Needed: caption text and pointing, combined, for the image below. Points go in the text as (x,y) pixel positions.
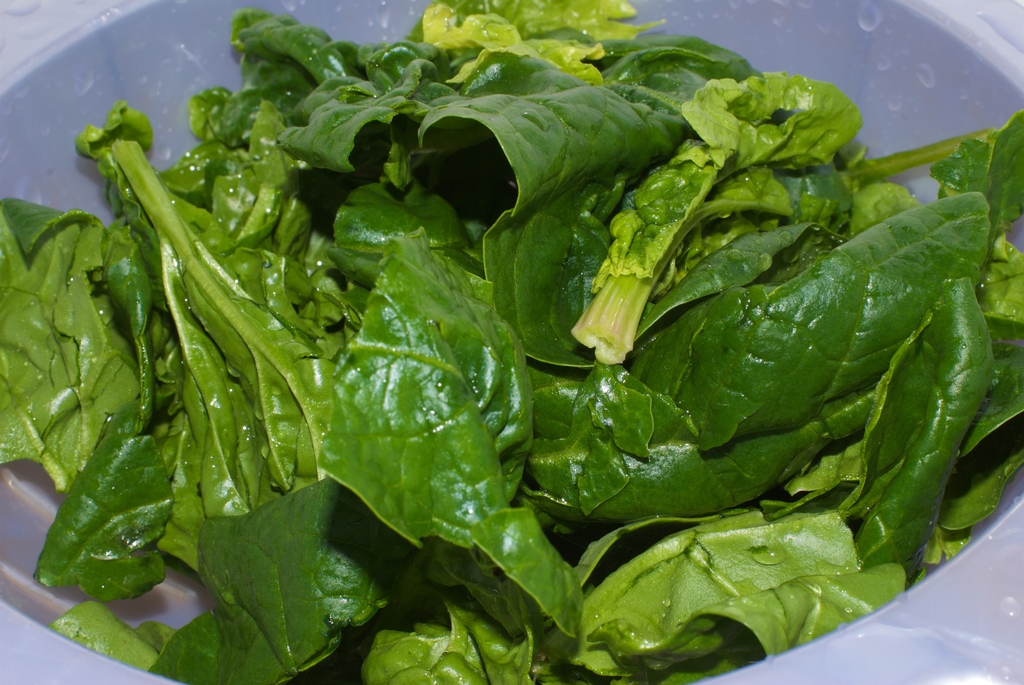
This picture shows green leaves (263,276) in a bowl (28,78).
